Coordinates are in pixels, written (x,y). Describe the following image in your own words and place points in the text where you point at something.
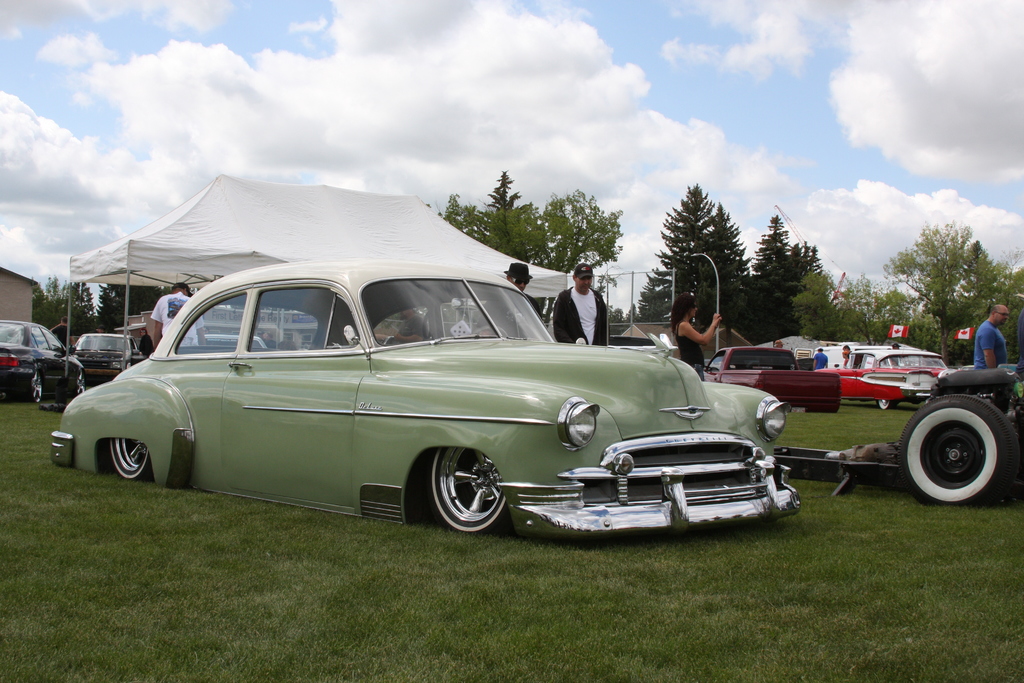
In this image we can see cars (505,333) on the ground (810,646), here is the grass (490,604), there are the group of people (560,314) standing, there are the trees (678,267), there are the flags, here is the tent (483,257), at above the sky (692,102) is cloudy.
